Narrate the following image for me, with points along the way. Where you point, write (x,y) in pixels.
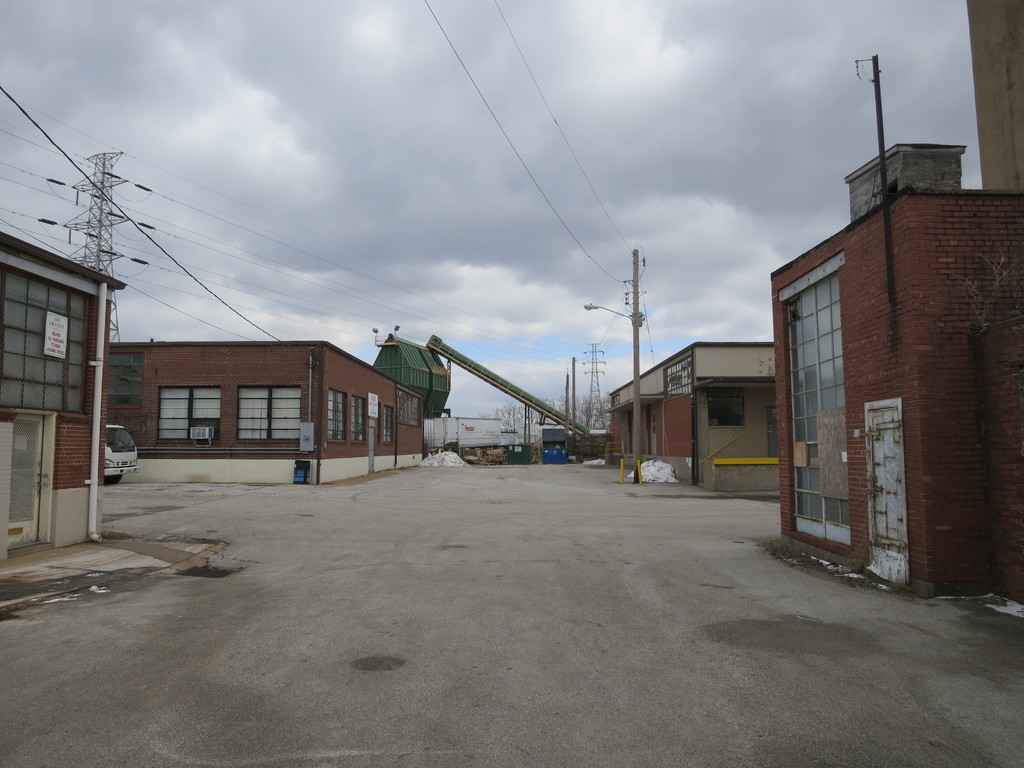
This image consists of buildings (9,460) along with windows (723,408) and doors (22,506). At the bottom (602,605), there is a road (522,551). On the left (107,437), there is a vehicle (109,457). At the top (47,242) there are towers (110,250) along with wires (566,228). And there are clouds (552,160) in the sky (622,326).
